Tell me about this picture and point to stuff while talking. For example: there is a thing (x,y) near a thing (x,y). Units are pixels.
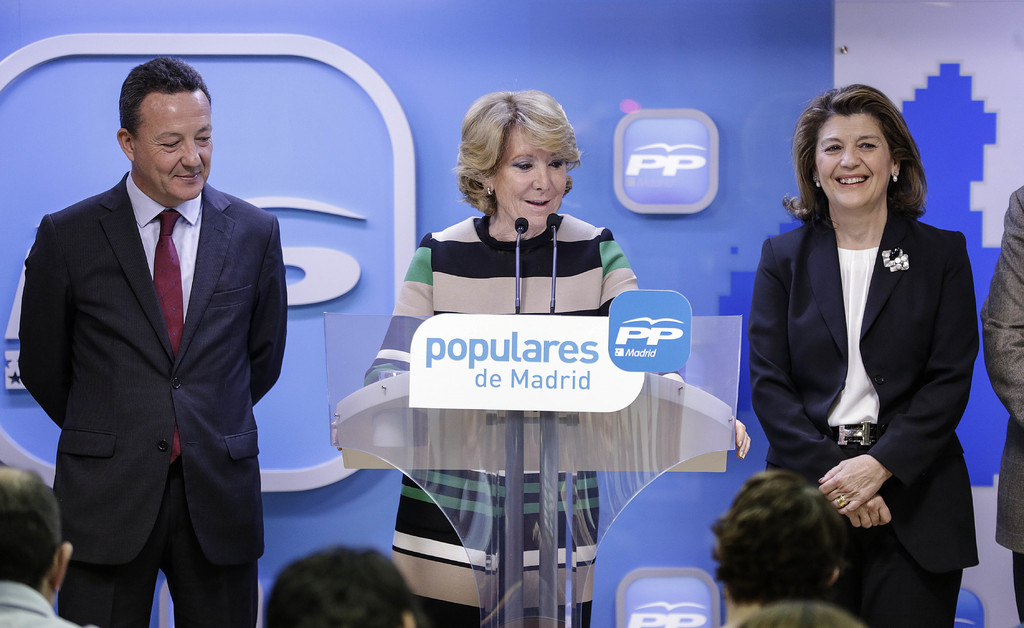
This picture describes about group of people (742,422), in the middle of the image (580,246) we can see a woman (538,188), she is standing in front of the podium (548,441), and we can see couple of microphones (556,222) in front of her.
